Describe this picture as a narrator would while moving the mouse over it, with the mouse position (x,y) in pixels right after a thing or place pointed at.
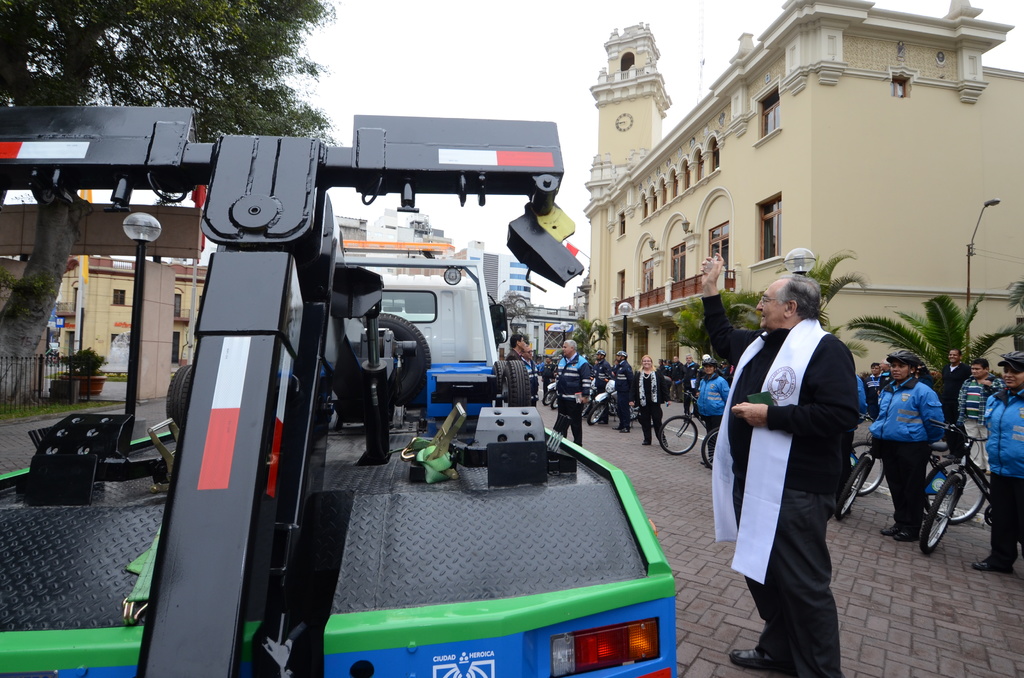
In this image, on the right side (809,558), we can see a man (804,335) wearing a black color shirt (832,485) is standing. On the right side (710,403), we can see group of people (1011,427), few people (905,453) are holding a bicycle (856,477). On the right side (960,330), we can also see some trees (934,310), street lights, buildings (863,205), glass window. On the left side (278,533), we can see a vehicle (132,415), building (160,323), trees (36,267), street lights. At the top (558,96), we can see a sky (582,145).
